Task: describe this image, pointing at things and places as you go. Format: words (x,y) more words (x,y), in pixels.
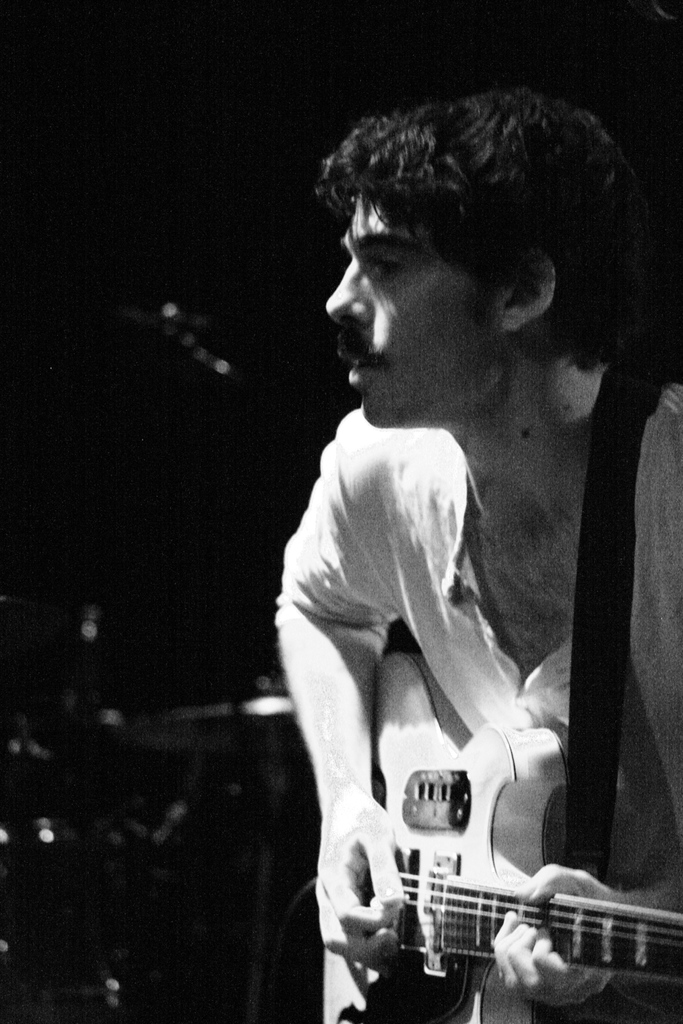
In this picture there is a man (623,999) holding a guitar (571,924) and playing it
